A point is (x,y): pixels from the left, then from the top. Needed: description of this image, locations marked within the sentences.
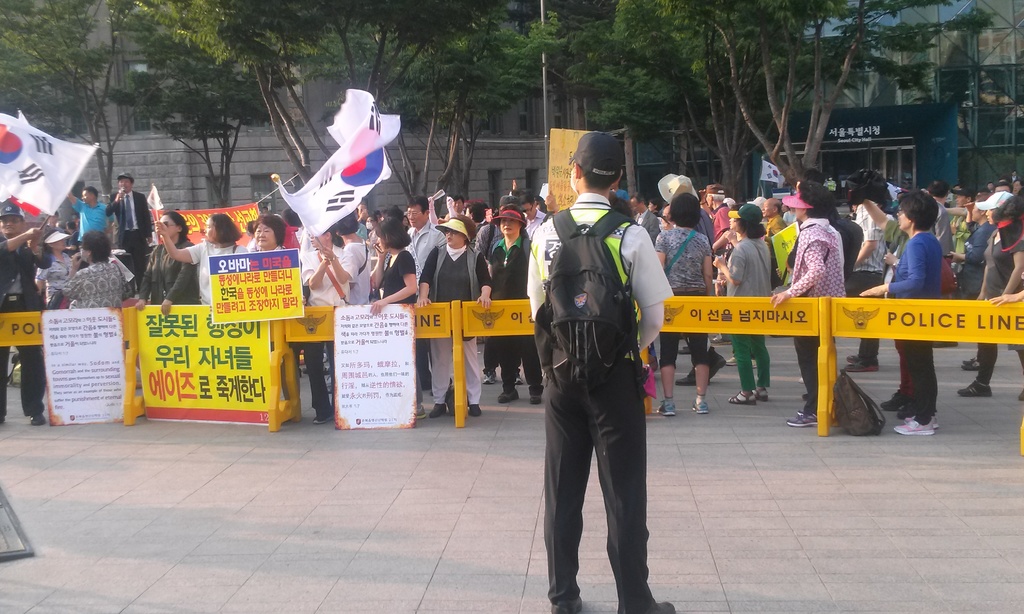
In this image we can see a security man (596,185) with a bag (577,327). In the background (376,222) we can see many people (722,244) standing and some are holding the flags (47,155) and text boards (269,253). We can also see a yellow color barrier (426,317). In the background (403,201) there are many trees (526,70) and buildings (838,18). At the bottom (266,513) there is ground (284,519).
